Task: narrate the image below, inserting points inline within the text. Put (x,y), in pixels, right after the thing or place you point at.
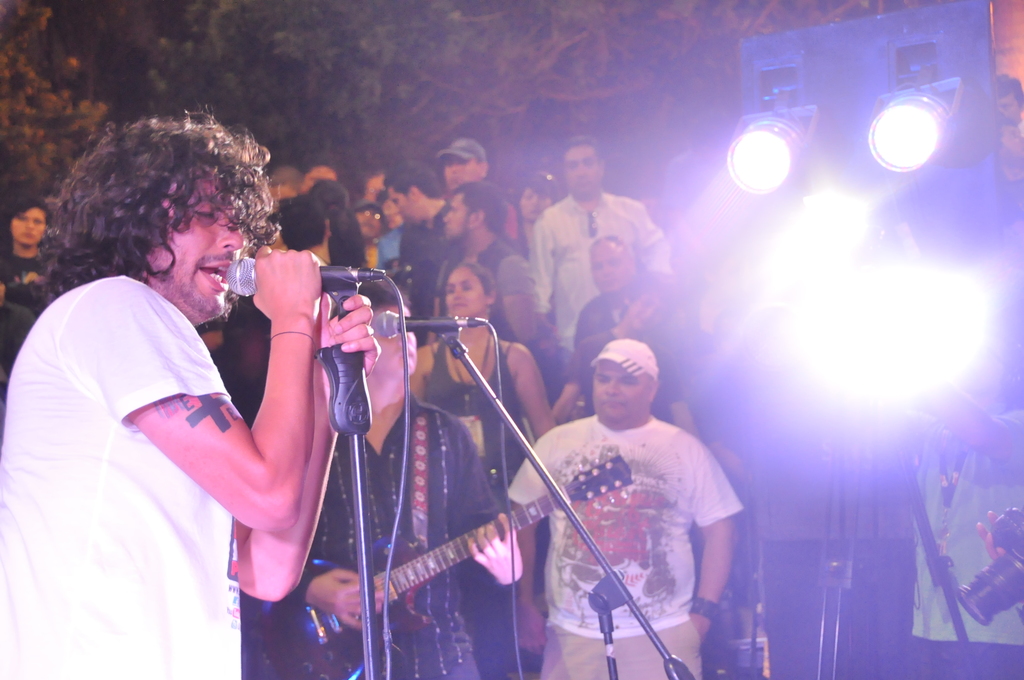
In this image the person (248,442) playing the guitar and singing other persons (290,248) are watching and in front of the person (331,580) there are some lights (845,196) behind the persons (185,147) some trees (426,85) are there and the background (539,122) is little dark.
